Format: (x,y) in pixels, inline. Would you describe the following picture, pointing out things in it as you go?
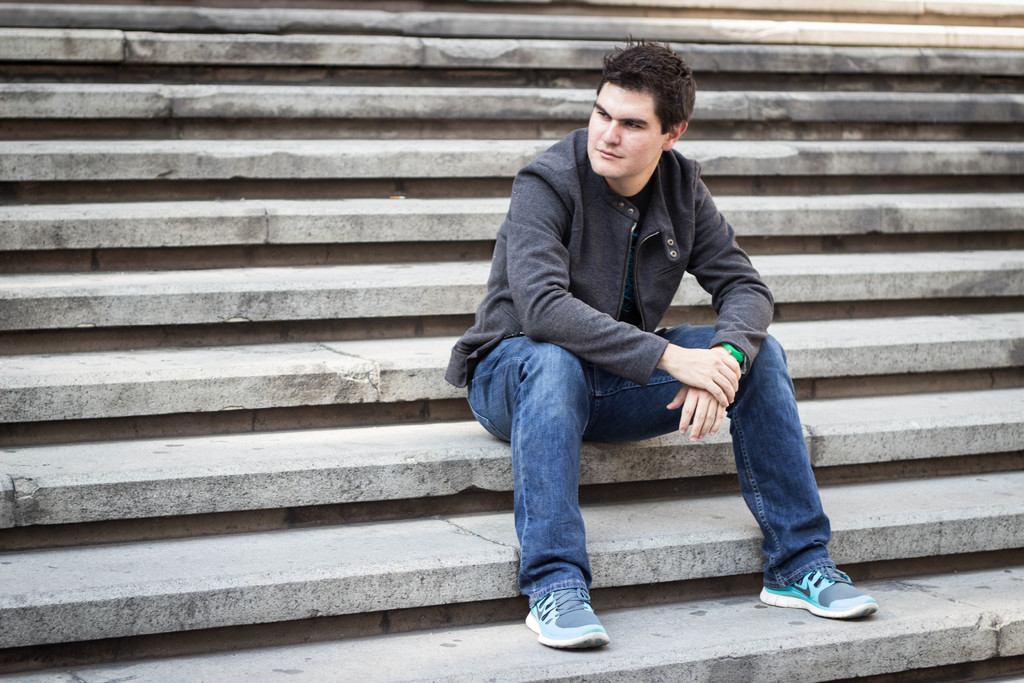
Here I can see a man (654,392) sitting on the stairs (371,368) and looking at the left side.
